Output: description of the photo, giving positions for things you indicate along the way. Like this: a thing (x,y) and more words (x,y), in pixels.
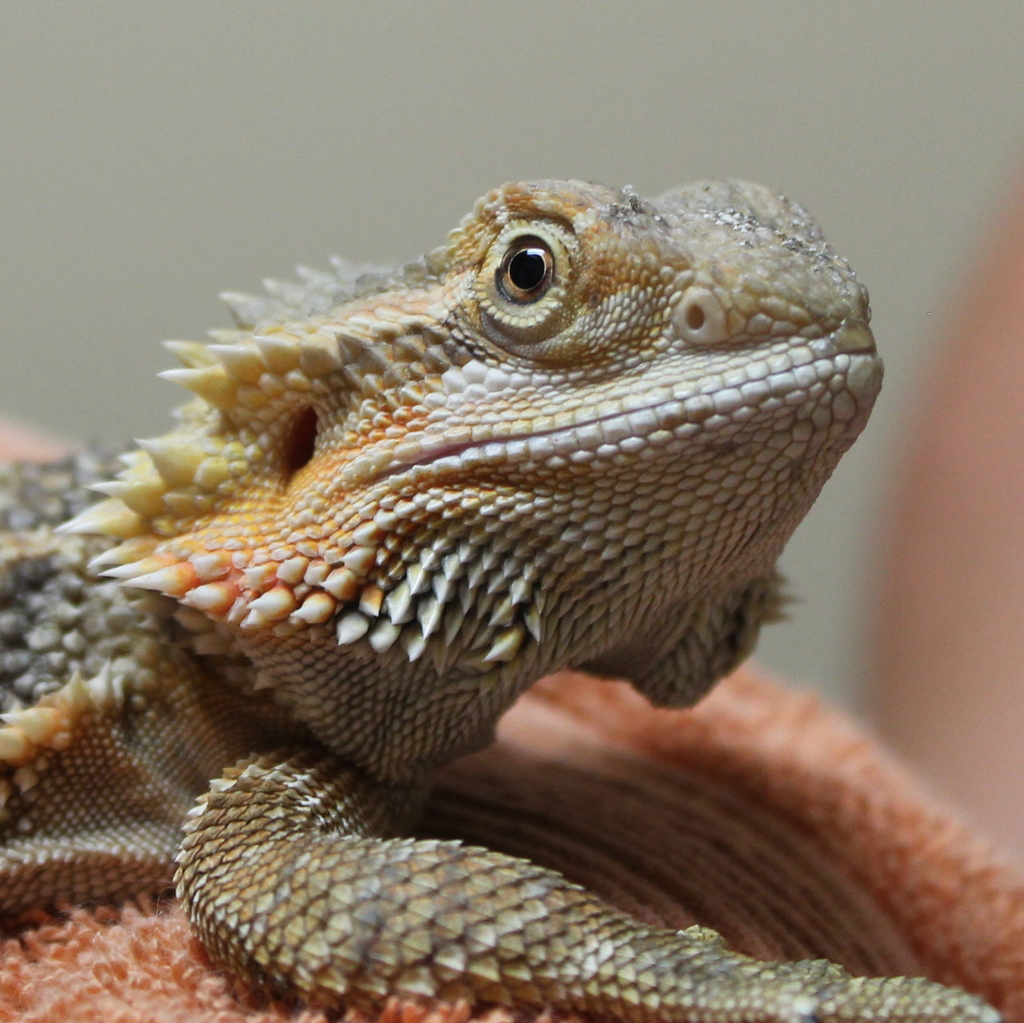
In this image we can see a reptile (585,588) on the pink colored object (704,733) and the background (1005,667) is blurred.
